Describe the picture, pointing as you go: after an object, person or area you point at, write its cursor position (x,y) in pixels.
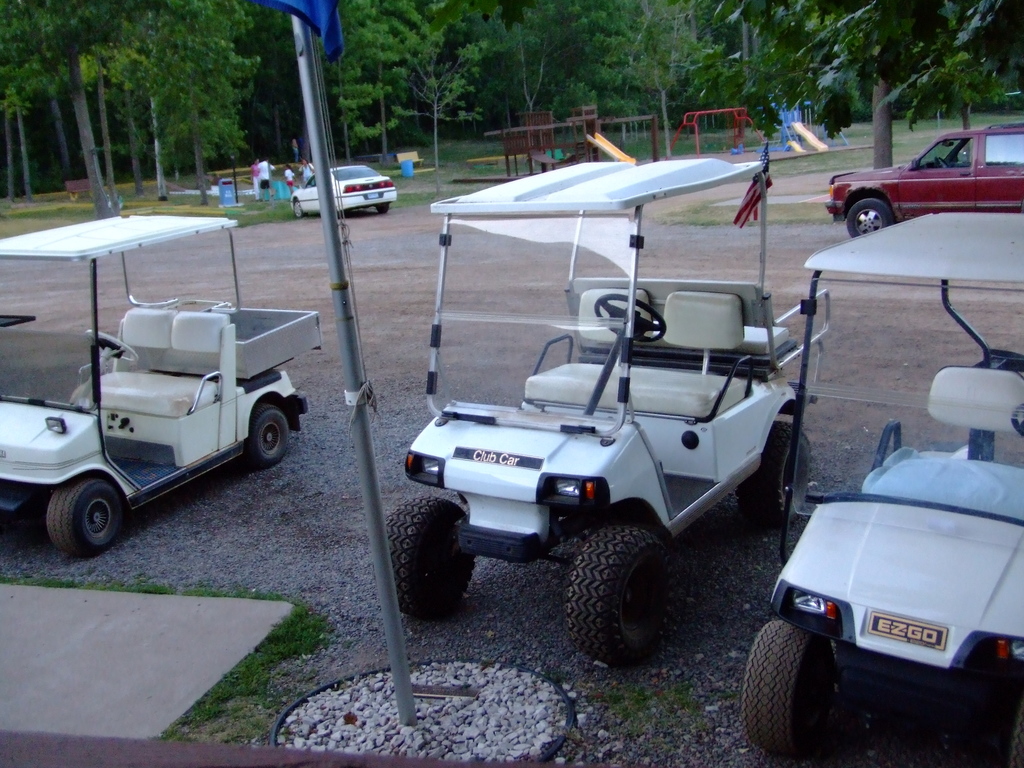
As we can see in the image there are carts (571,490), flagstones (469,754), cars (366,209), group of people (269,160), grass (449,162) and at the background (683,84) there are trees (58,4).
